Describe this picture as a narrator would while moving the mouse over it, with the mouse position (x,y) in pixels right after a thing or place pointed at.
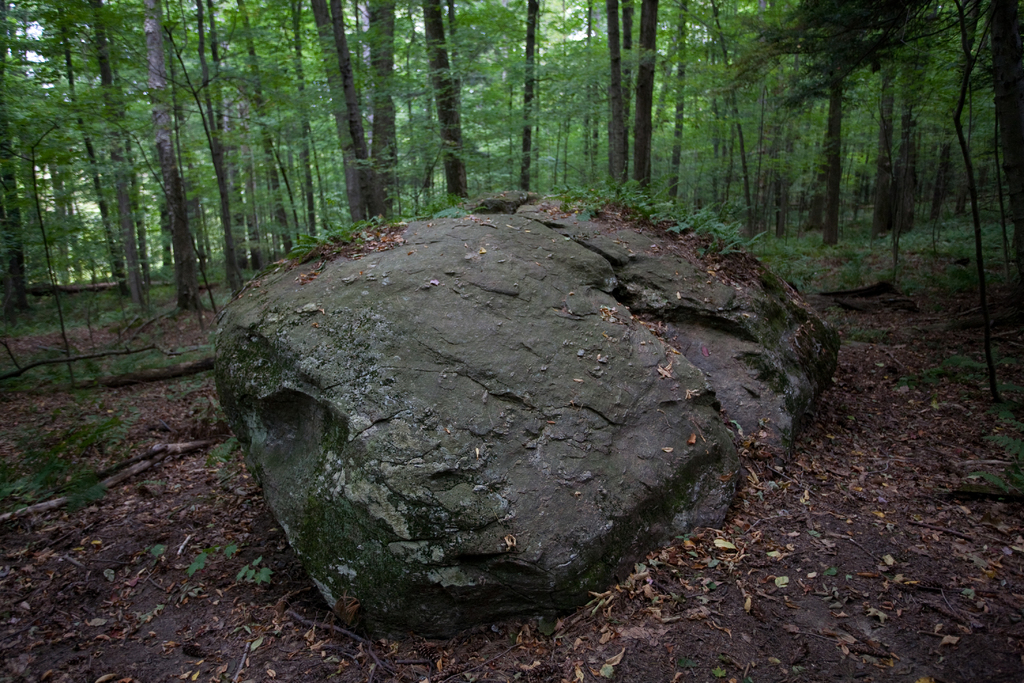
In the forest (873,20), there is a huge rock (291,411) and behind the rock (319,440) there are a lot of tall trees (794,205).
